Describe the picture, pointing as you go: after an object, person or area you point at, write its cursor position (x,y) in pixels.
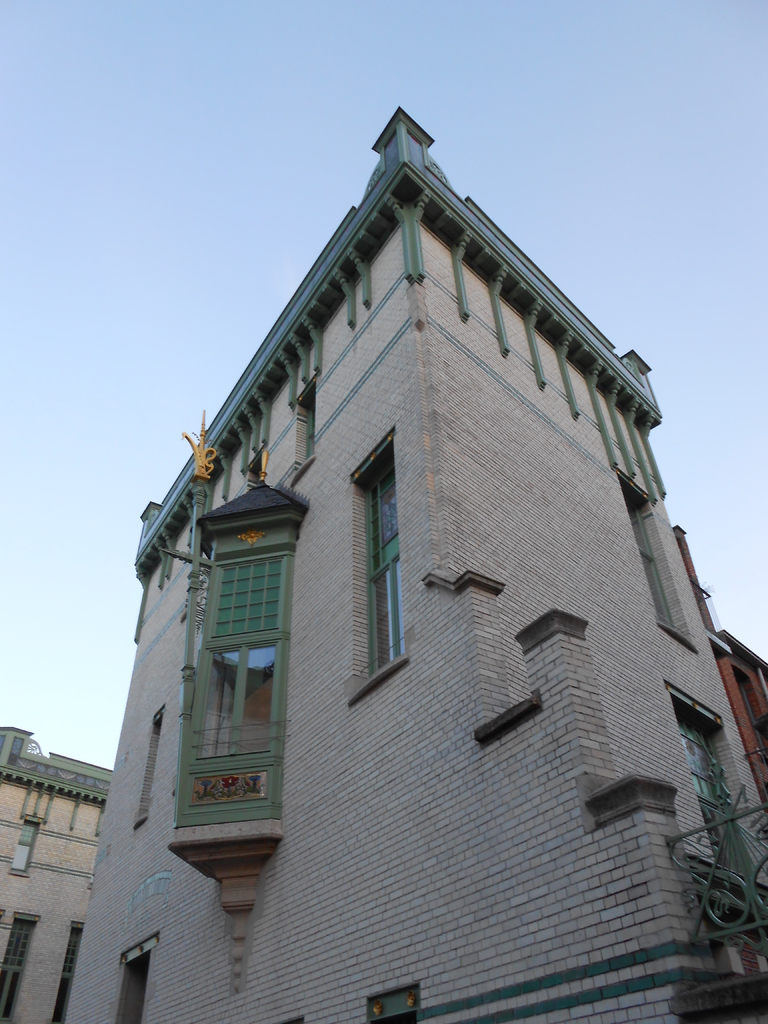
In the image there is a tall building (364,450) it has many windows (364,487) and it is made up of bricks (487,816), around that building (236,707) there are two other buildings (40,823) on the either side.
